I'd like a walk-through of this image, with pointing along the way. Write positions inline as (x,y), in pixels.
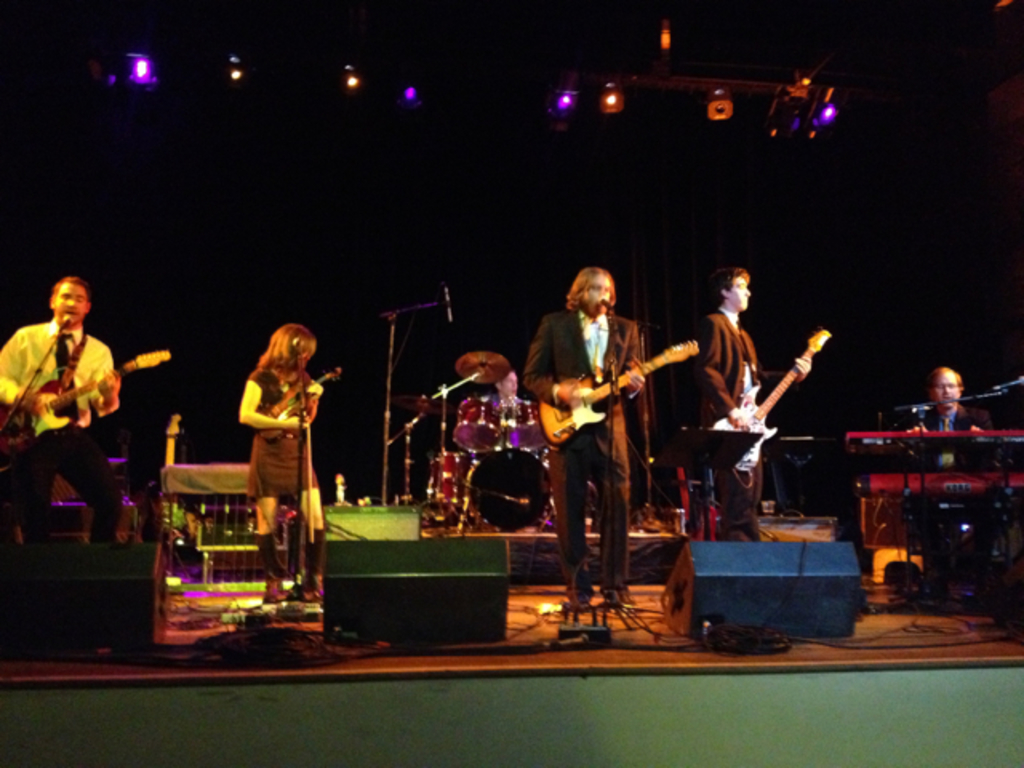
In the image we can see few persons (100,375) were holding the musical instruments (323,377). And in front of them we can see the microphone (606,309). And back of them we can see few musical instruments (474,444). And in front of them we can see the speakers (826,581).
